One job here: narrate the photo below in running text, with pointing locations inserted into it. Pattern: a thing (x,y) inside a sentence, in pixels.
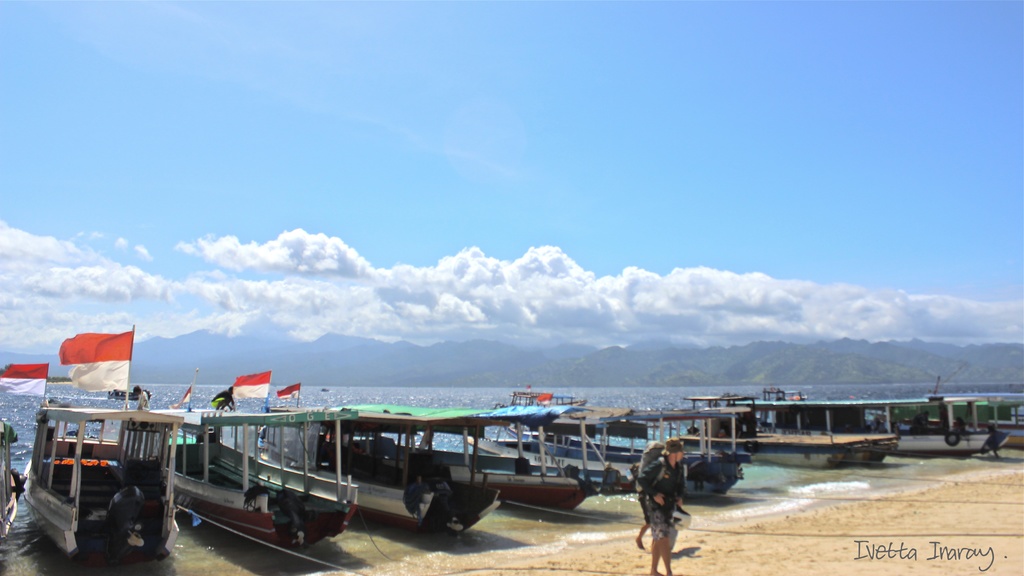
At the bottom of the picture (730,521), we see the sand (803,542) and the man (652,510) who is wearing the backpack (641,488) is standing. Behind him, we see a man (642,521) is standing. Behind them, we see the boats (413,470) and the flags (97,375) in white and red color. In the middle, we see water (439,396) and this water (447,389) might be in the sea (353,387). There are trees (547,357) and hills (722,371) in the background (636,354). At the top (503,164), we see the clouds (495,272) and the sky (498,222). This picture might be clicked at the seashore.
